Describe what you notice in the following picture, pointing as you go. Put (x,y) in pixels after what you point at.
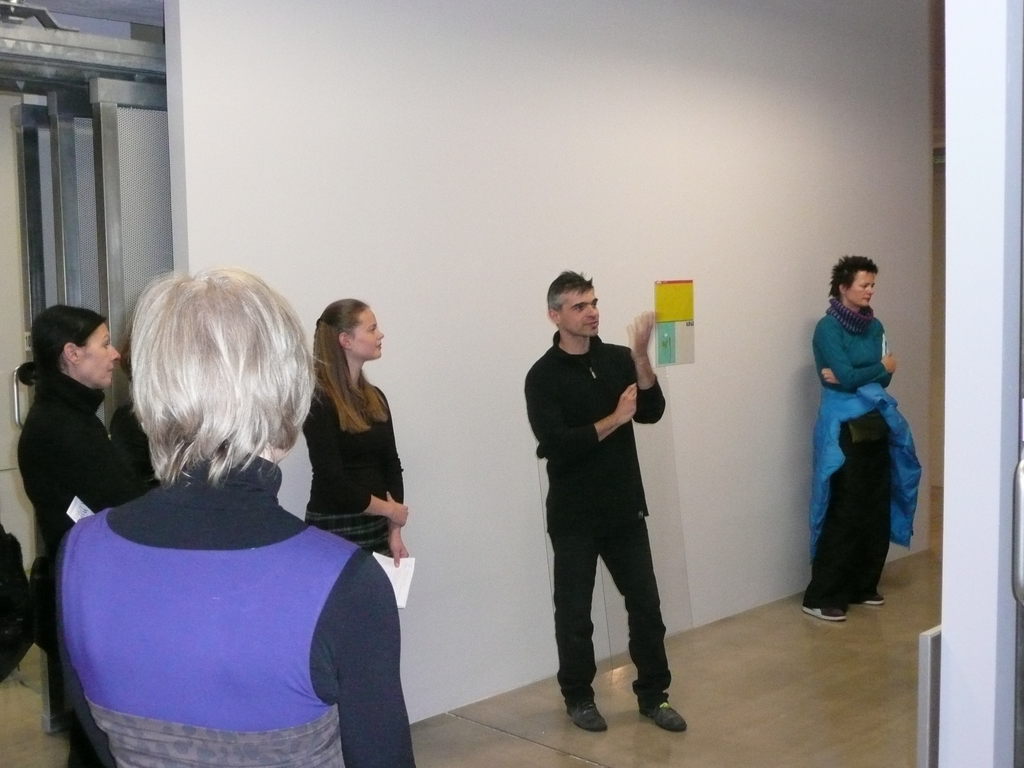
In this image we can see four women (346,452) and one man (588,390) is standing. Man (615,496) is wearing black color dress (608,526). Behind them one white color wall (620,117) is there. Left side of the image (74,163) one door (74,177) is present.
